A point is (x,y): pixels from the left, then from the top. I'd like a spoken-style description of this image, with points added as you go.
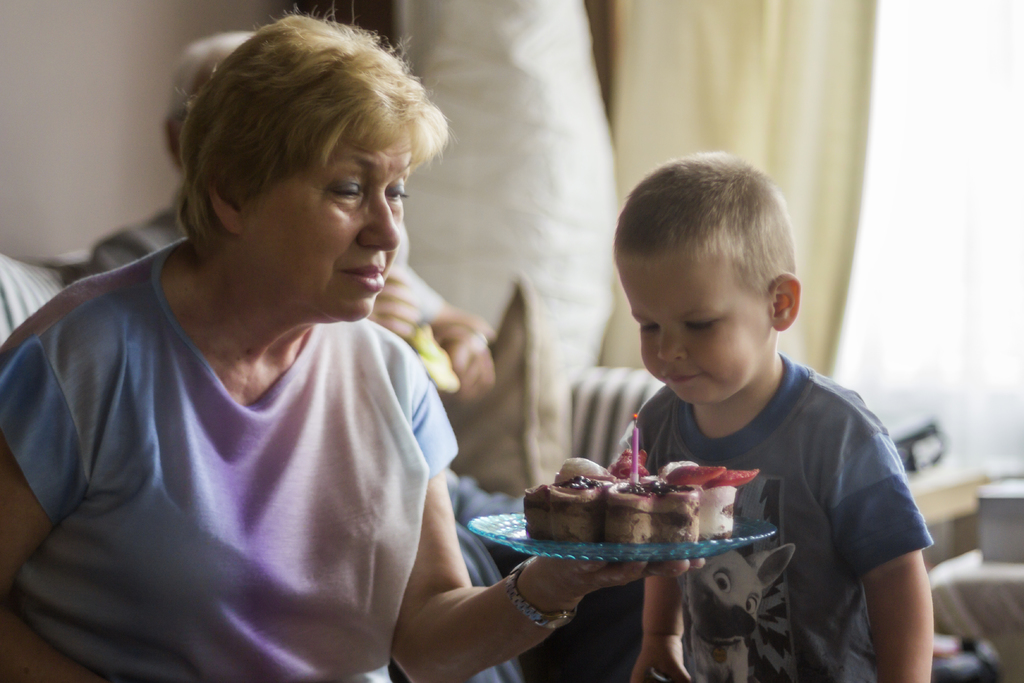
In this picture we can see a woman (341,445) sitting and holding a plate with cake (629,455) and candle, in front of her there is a boy (710,603) standing, behind her we can see a person (106,252), pillows (510,330) and sofa (70,270). In the background of the image (67,247) it is blurry and we can see wall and curtain (735,142).
